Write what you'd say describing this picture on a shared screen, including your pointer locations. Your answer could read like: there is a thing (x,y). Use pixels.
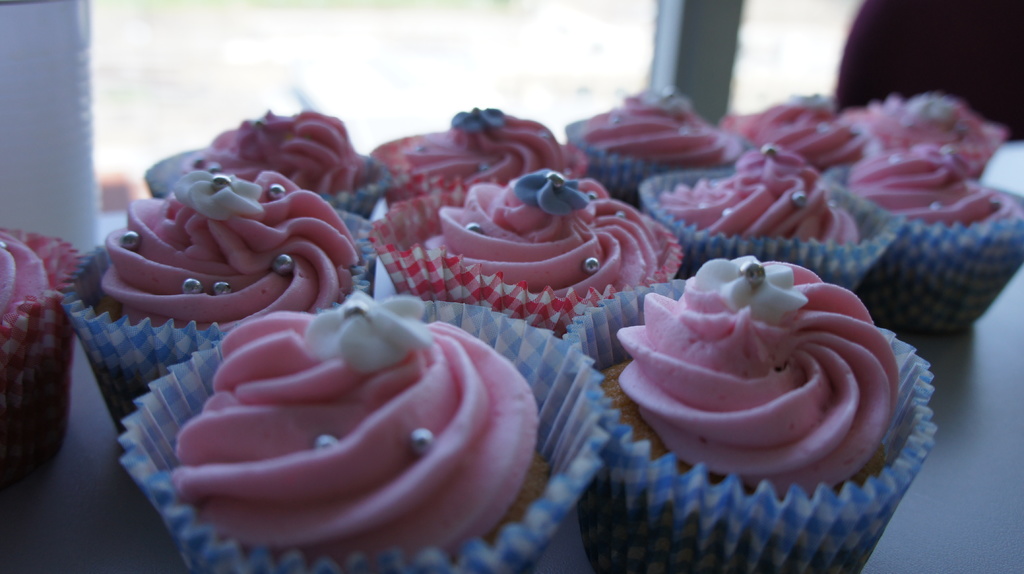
In the center of the image (480,322) we can see cupcakes (729,309) placed on the table (960,518). In the background (427,88) there is a window (615,66).
